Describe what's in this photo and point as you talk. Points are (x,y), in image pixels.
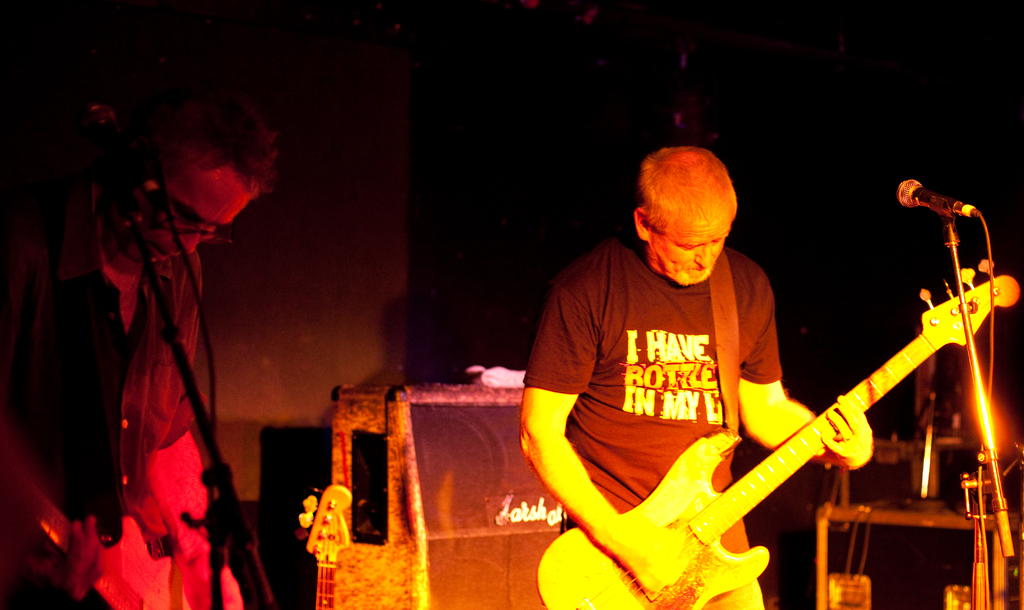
Here we can see that a man (680,255) is standing on the stage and playing guitar (701,491), and at side a person (180,303) is standing, and here is the microphone (125,172) and stand (205,433), and here there are some objects (335,434).
